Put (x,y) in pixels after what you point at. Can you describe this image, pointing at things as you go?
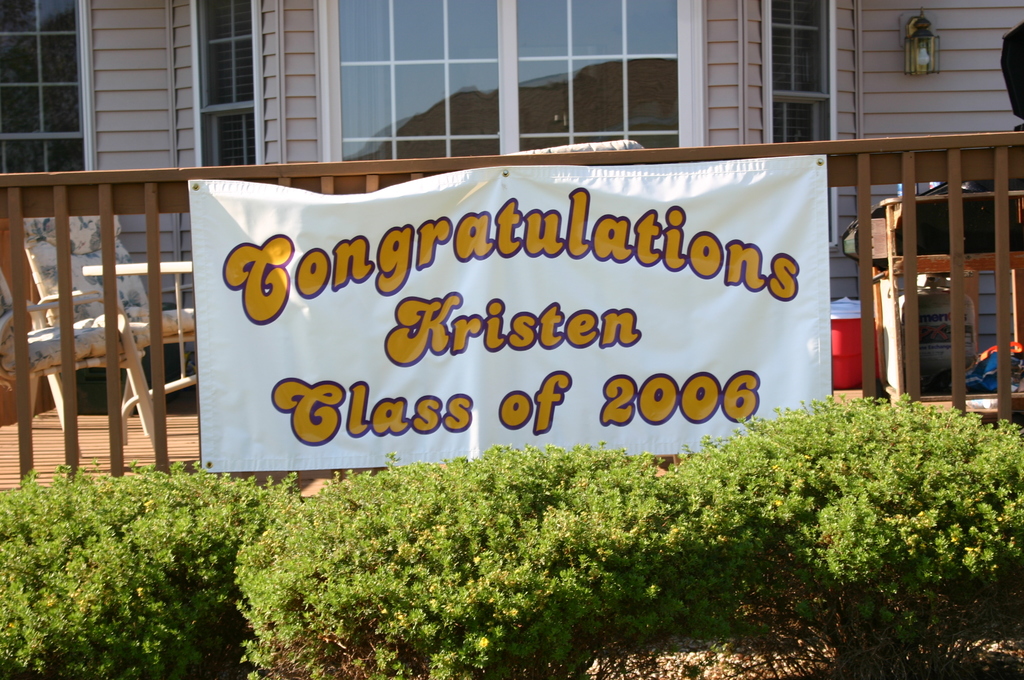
As we can see in the image there is a banner (519,395), plants (473,540), chair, light (920,37) and building (345,85).
